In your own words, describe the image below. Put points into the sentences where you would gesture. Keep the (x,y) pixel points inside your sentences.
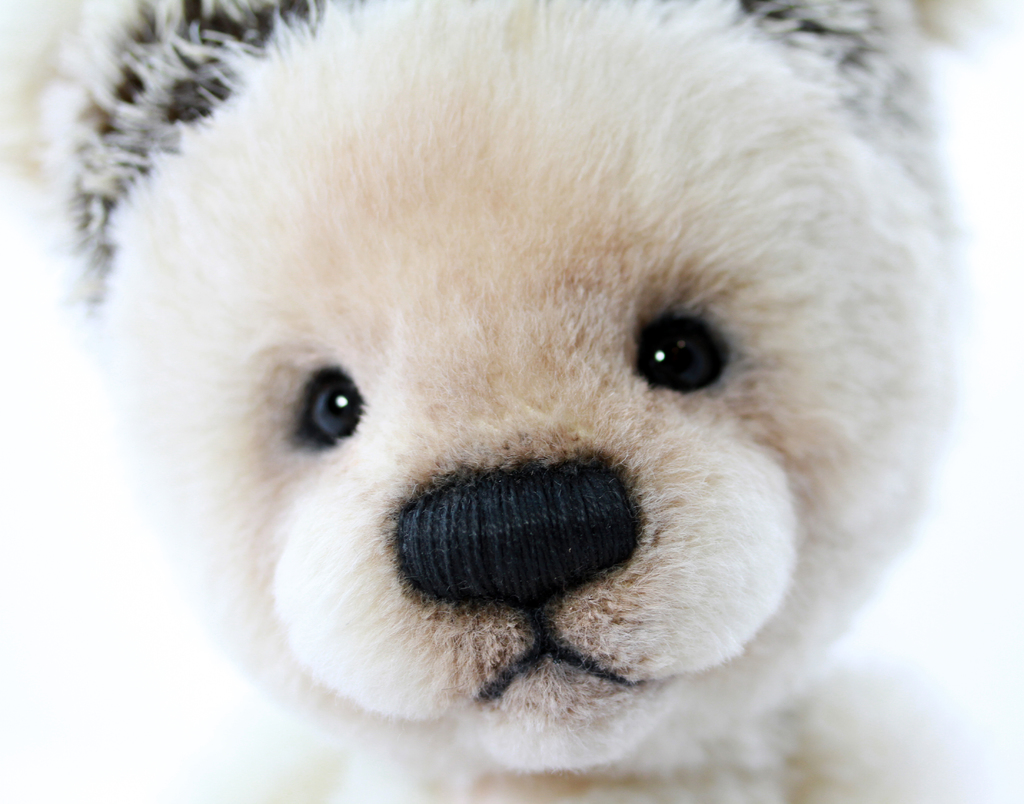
In this image, we can see a white color teddy bear's head (660,159).
